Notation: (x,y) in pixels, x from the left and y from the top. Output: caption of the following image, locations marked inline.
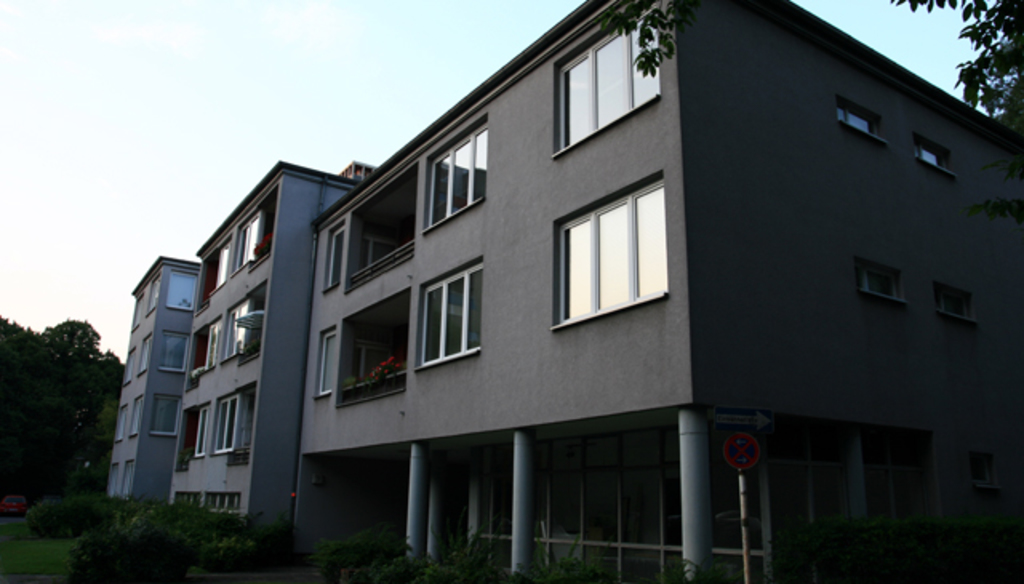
In this image, we can see some plants (481,573) and buildings (389,292). There are trees (86,359) in the bottom left of the image (93,436). There is a branch (982,26) in the top right of the image (995,61). There is a sign board (747,534) at the bottom of the image (740,508). At the top of the image (338,37), we can see the sky (215,40).
